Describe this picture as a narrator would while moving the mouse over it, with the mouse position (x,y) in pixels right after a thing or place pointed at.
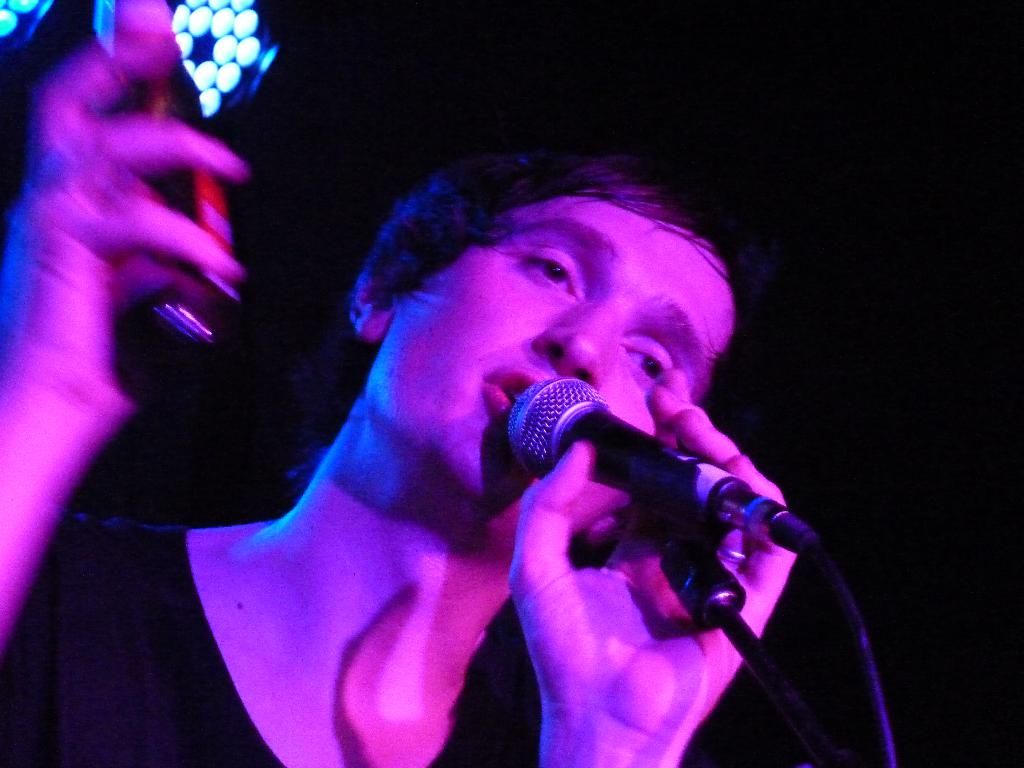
In this picture we can see a man (314,474) holding a mic (596,460) with his hand (651,678) and speaking, lights (262,36) and in the background (630,113) it is dark.
